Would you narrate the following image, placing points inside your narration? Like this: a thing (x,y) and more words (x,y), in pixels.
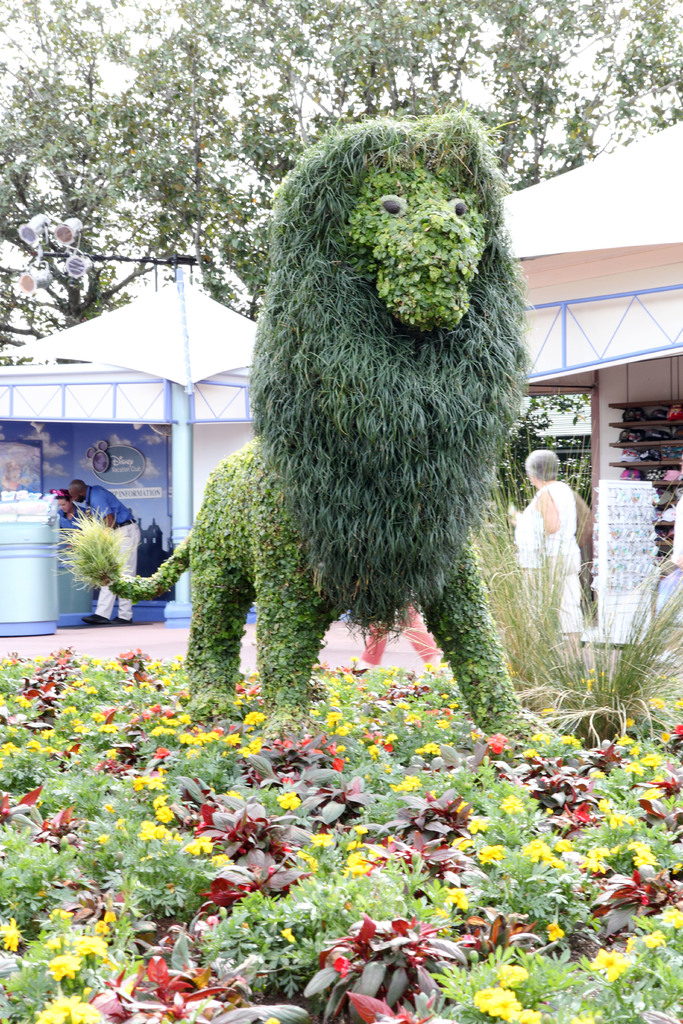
In this picture we can see some colorful flowers (159,834) and plants (334,733) from left to right. We can see some grass (583,668) on the right side (595,673). There is a statue of a lion (322,551) with some green plants (338,551). We can see a few people (567,517) and some objects (641,436) on the shelves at the back (663,543). There are a few trees (3,311), lights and other objects (647,236) are visible in the background (621,218).
